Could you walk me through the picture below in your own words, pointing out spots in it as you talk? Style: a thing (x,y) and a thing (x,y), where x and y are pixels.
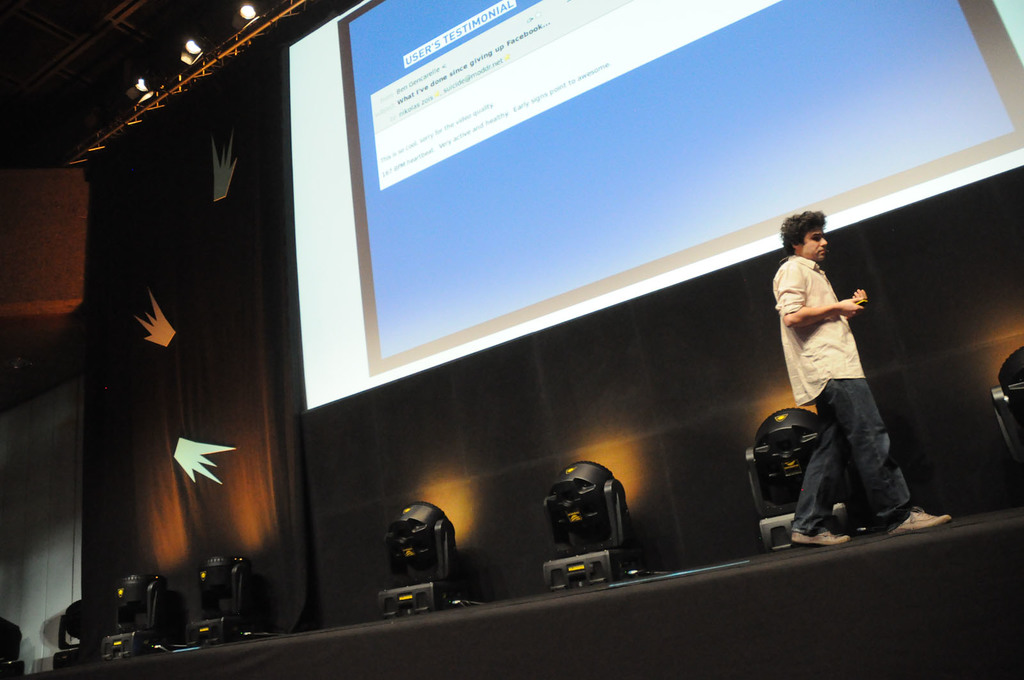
In this image there is a person (841,359) walking on the stage (569,592) and there are few spot lights (557,529). In the background (257,377) there are curtains (219,381) and a screen (526,229).
